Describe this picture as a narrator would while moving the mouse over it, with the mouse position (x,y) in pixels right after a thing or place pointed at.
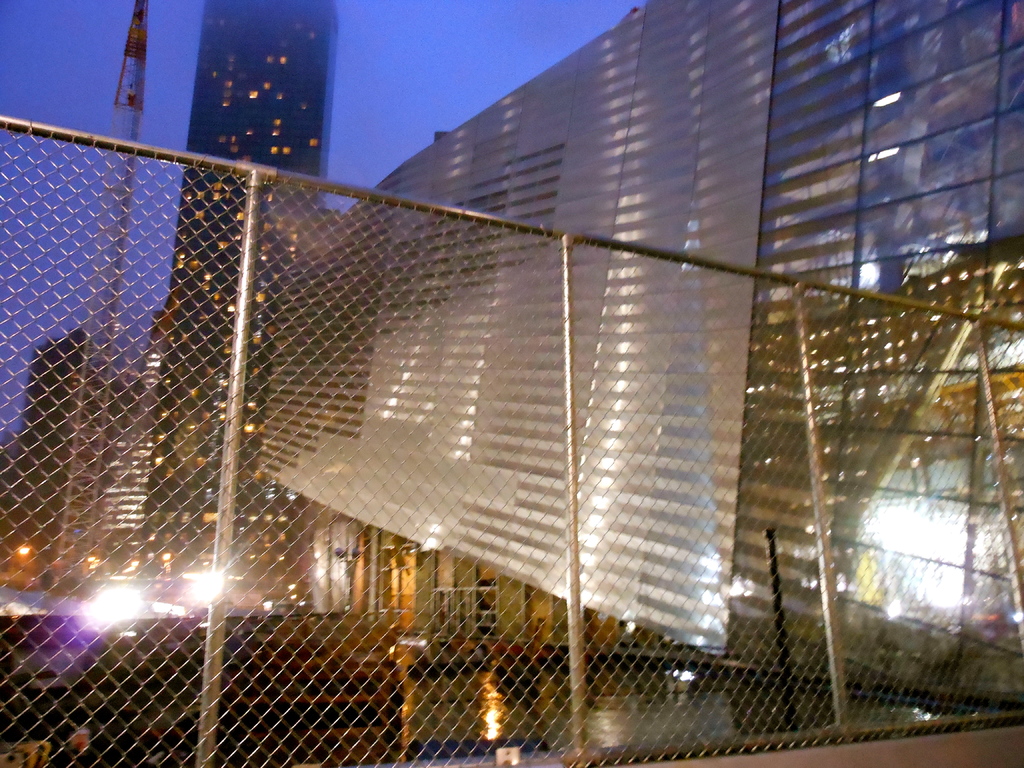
In this picture we can observe a fence (298,377). There are some buildings (450,201). We can observe a tower (99,312) on the left side (99,312). There are some lights (119,612) on the left side (115,590). In the background (360,104) it is a sky (396,66).
